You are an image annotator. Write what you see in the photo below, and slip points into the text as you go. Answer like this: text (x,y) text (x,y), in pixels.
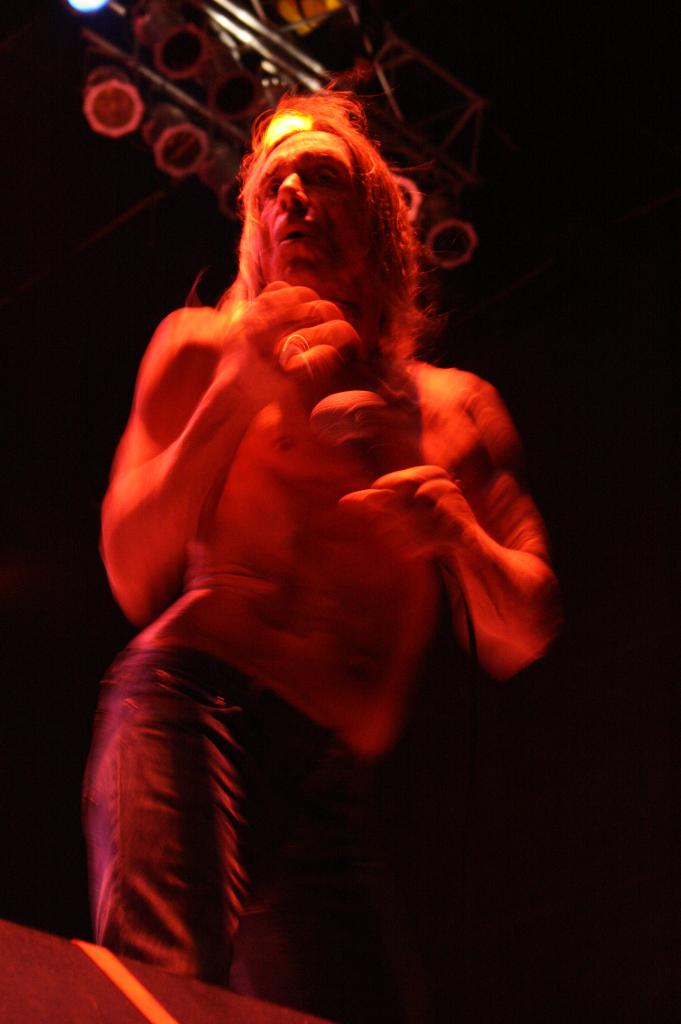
In this image I can see a man (324,605) is standing and I can see he is holding a mic (377,426). In the background (162,6) I can see few lights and I can see this image is little bit blurry. I can also see black color in background (37,819).
